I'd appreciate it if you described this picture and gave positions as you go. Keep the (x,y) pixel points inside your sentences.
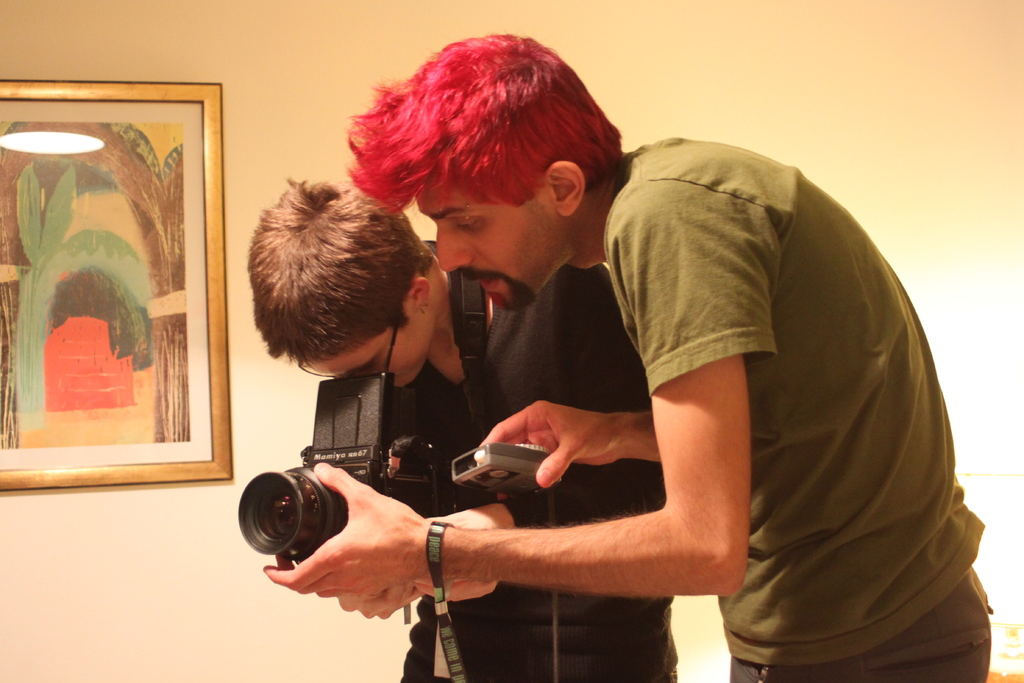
In the image there is a person (440,341) looking into the camera (307,517) and other person (690,577) holding the camera (304,494), he had red hair (473,136) and green t-shirt (766,315), On the left side (106,270) there is a photograph (164,220) on the wall (635,70).
